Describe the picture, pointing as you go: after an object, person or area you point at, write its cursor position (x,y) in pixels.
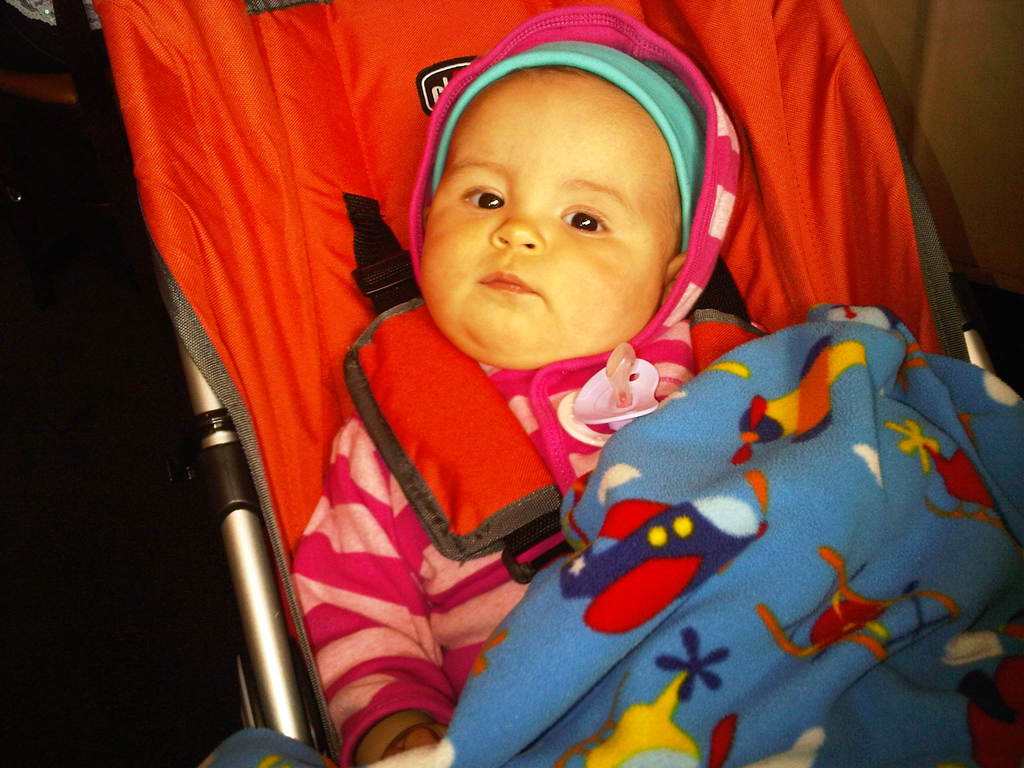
In the image there is a baby (576,187) in pink dress (413,518) and blue blanket (703,523) over him sitting inside a baby stroller (786,152).
